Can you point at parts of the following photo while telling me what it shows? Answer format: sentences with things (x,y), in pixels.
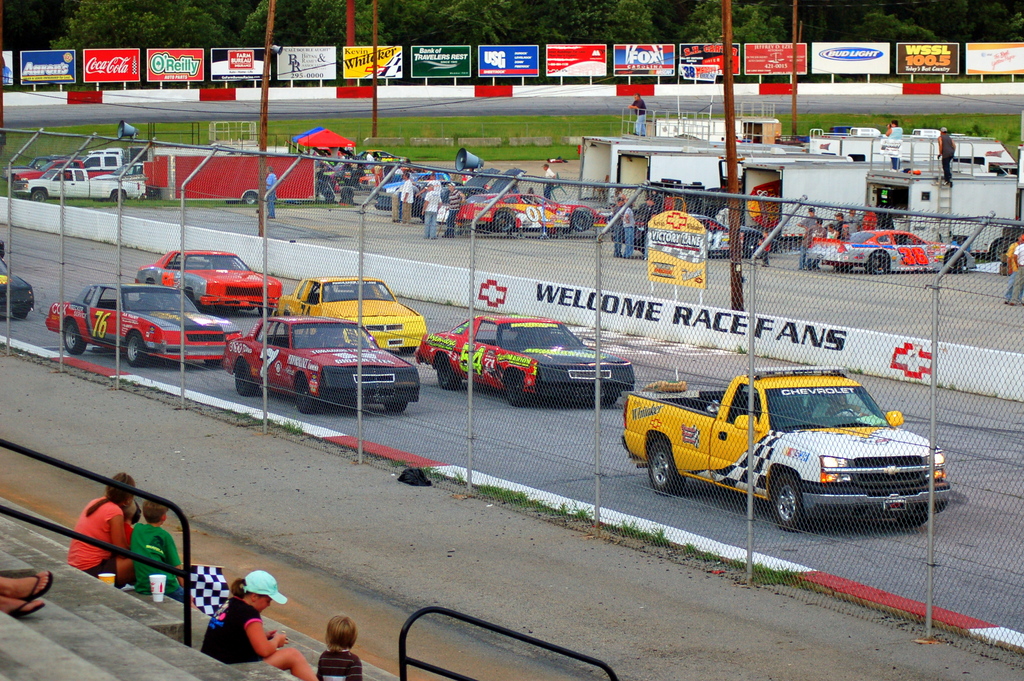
In this picture I can see group of people (138,550) sitting on the stairs (177,612), there is a person (177,576) holding a flag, there are vehicles (683,132), there is fence (413,185), there are tents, boards (554,59), poles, megaphones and in the background (400,16) there are trees (637,15).
